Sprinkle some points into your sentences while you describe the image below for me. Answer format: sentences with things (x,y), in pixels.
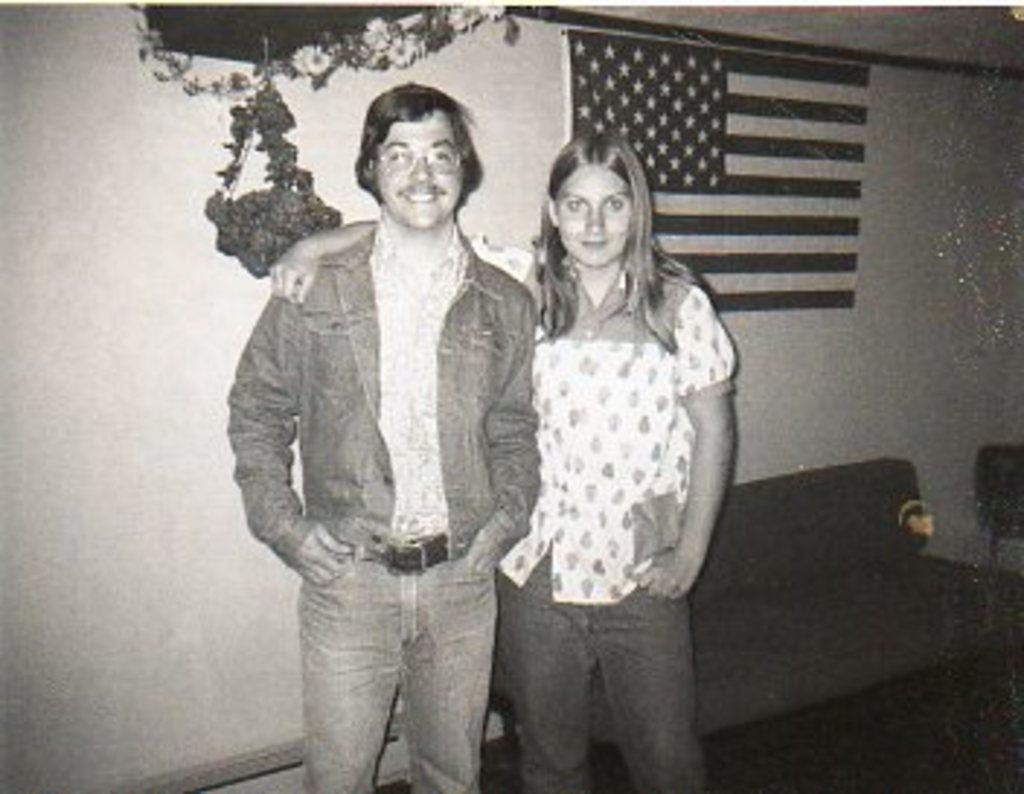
This is a black and white picture. In this picture there are couple (519,575) standing. On the right (860,574) there is a couch (863,533) and chair (981,465). At the top (744,108) there is a flag (709,126). Towards left (339,54) there is a garland (210,89).
